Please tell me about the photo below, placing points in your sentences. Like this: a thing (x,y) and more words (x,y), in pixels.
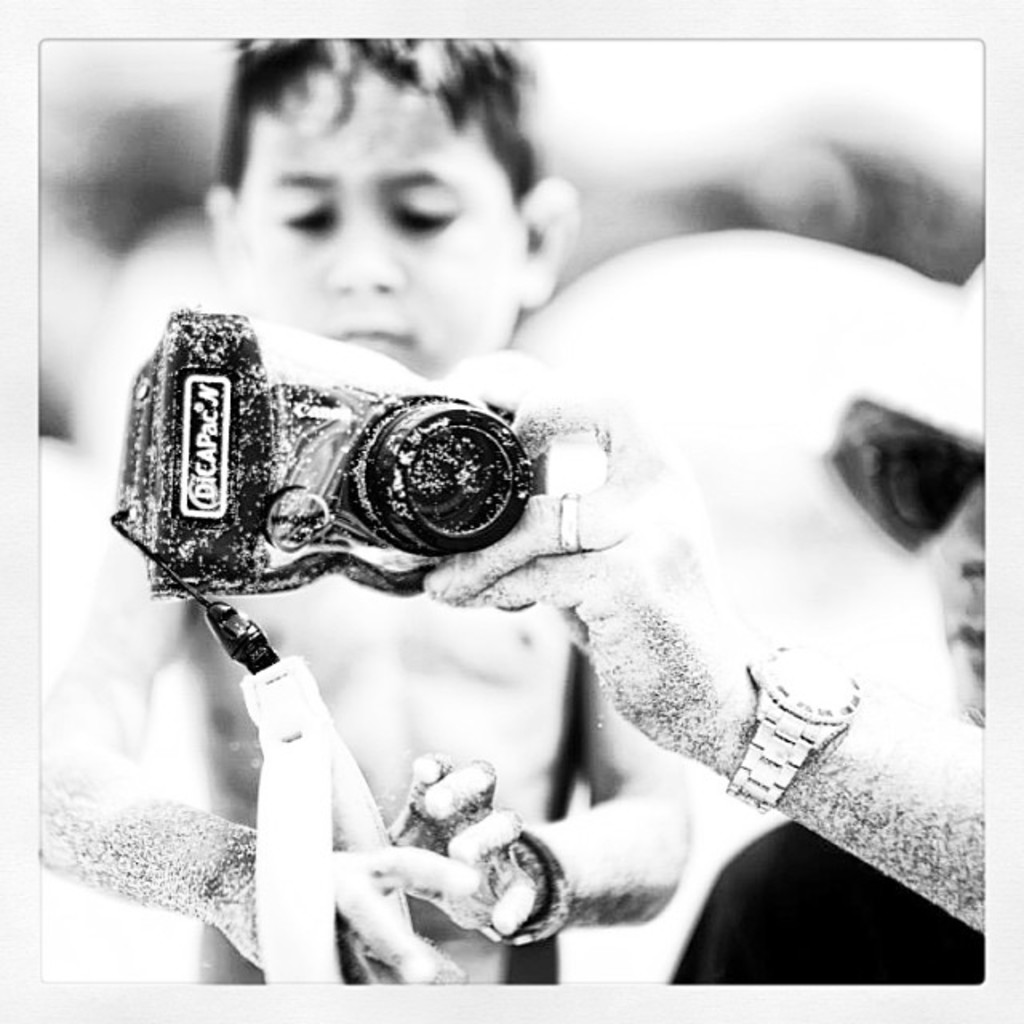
As we can see in the image there are two people (336,283). The man (948,678) on the right side (969,696) is wearing spectacles (918,503) and holding a camera (378,486) and the background (669,167) is blurry.
